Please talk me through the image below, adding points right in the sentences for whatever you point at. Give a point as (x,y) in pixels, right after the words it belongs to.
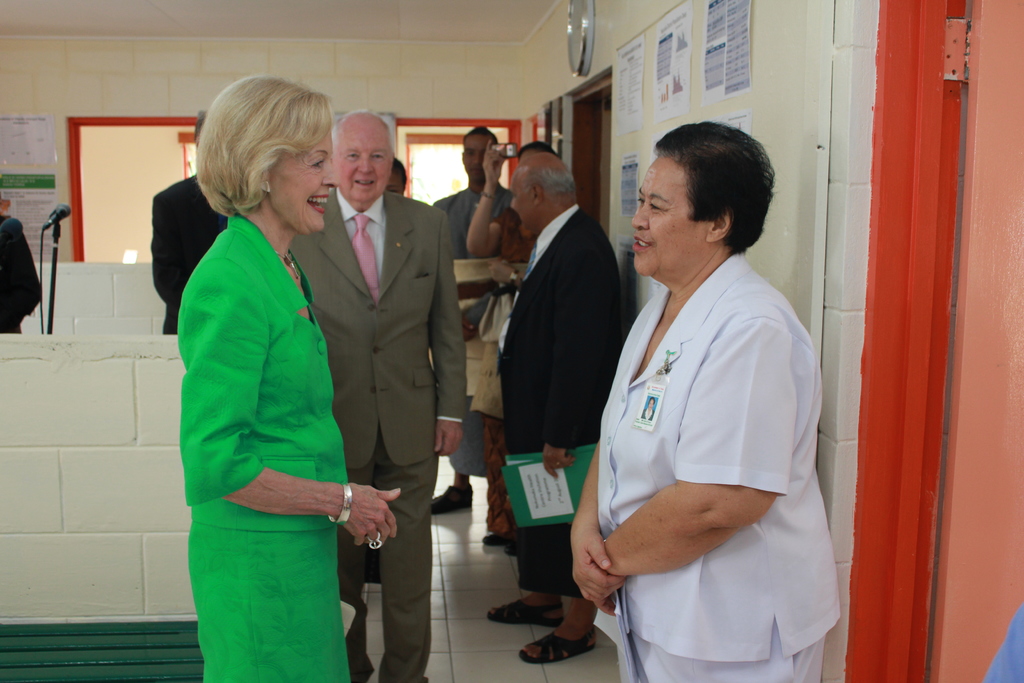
This picture few people (197,151) standing and we see couple of women (720,422) speaking to each other and we see a man (506,425) holding a file (540,485) in his hand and we see few posters (681,40) on the wall (622,13) and a wall clock (574,50) and we see a microphone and a woman (483,235) holding a mobile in her hands (492,146) and taking picture and she wore a bag (495,302).
